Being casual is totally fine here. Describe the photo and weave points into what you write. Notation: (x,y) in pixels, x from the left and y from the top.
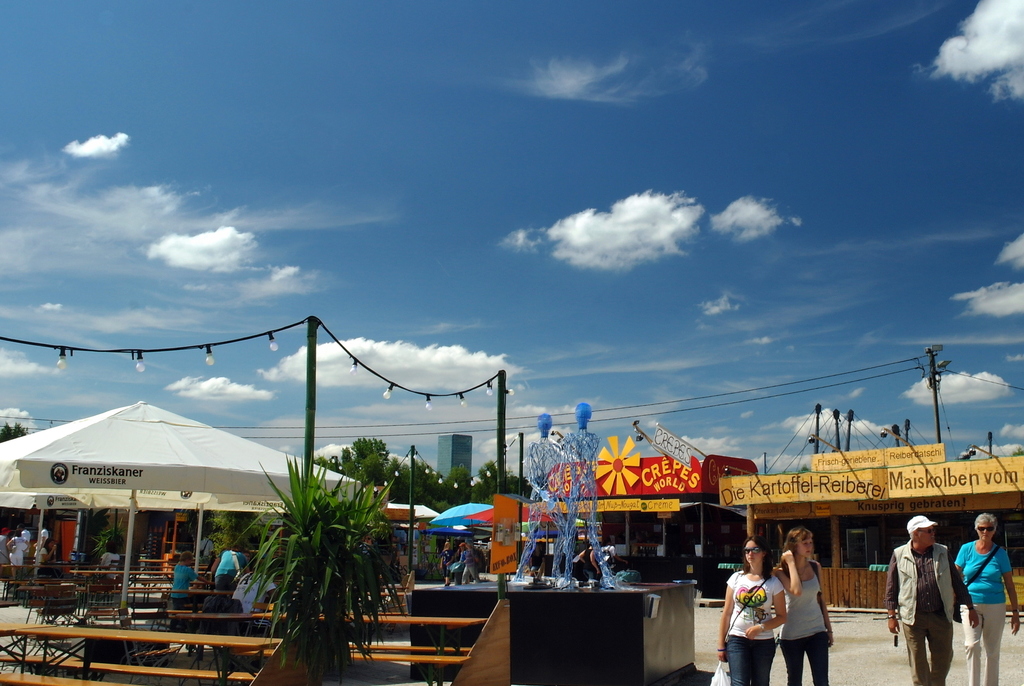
This image consists of many shops (652,541). On the right (790,664), there are four persons (758,638) walking on the road (777,658). On the left (193,634), we can see benches (148,667) and tables (7,588) along with the umbrellas (136,432). At the top (398,135), there are clouds (726,221) in the sky (584,208). In the middle (362,449). we can see the plants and trees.
